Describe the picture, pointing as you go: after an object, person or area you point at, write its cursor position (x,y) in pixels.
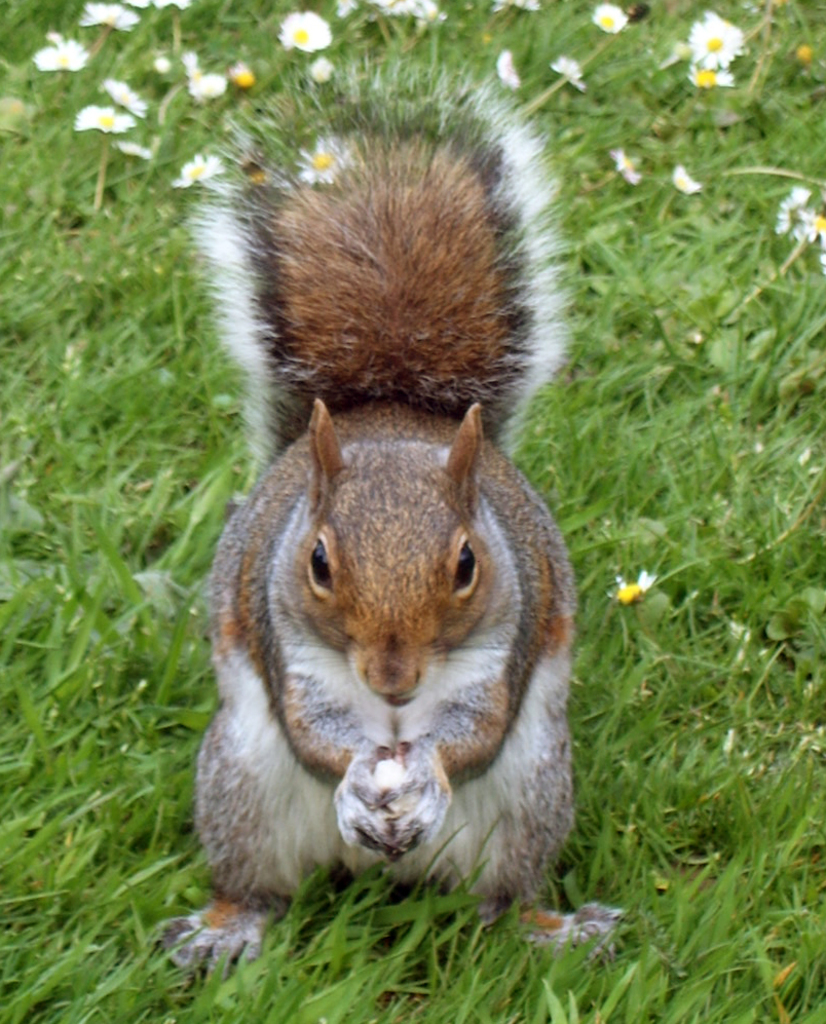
In this image we can see the squirrel (274,327) holding something in the hands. Here we can see the green grass (229,433) and flowers (306,42).
